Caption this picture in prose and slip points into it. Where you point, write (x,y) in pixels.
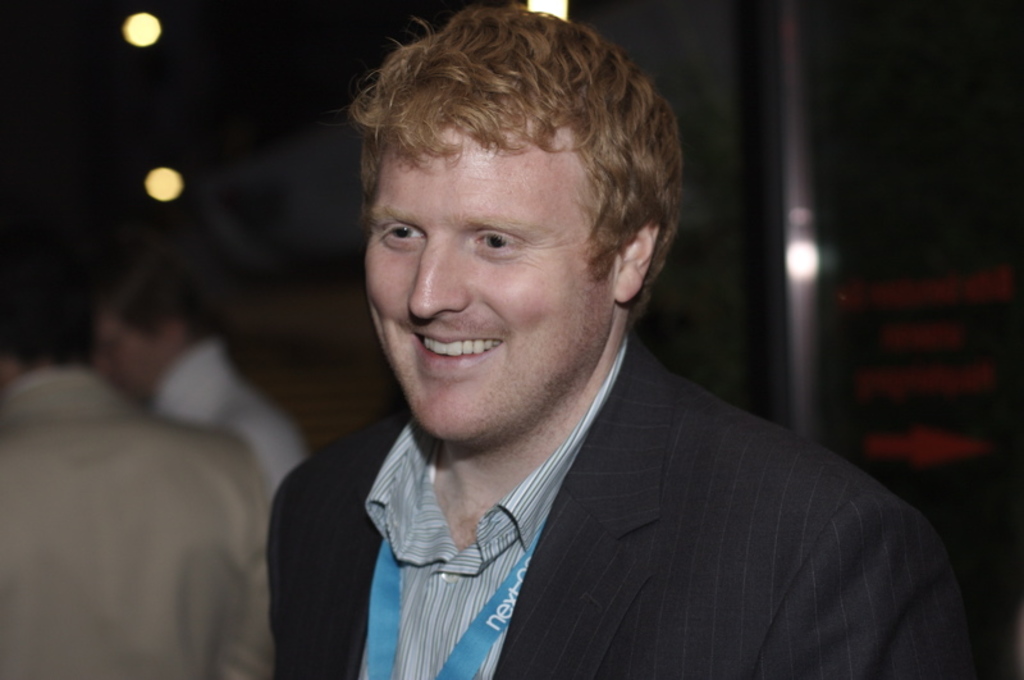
This image consists of a man (531,485) wearing a black suit (510,663) and he is also wearing a blue tag (487,648). The background (174,233) is blurred. On the left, we can see two lights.
